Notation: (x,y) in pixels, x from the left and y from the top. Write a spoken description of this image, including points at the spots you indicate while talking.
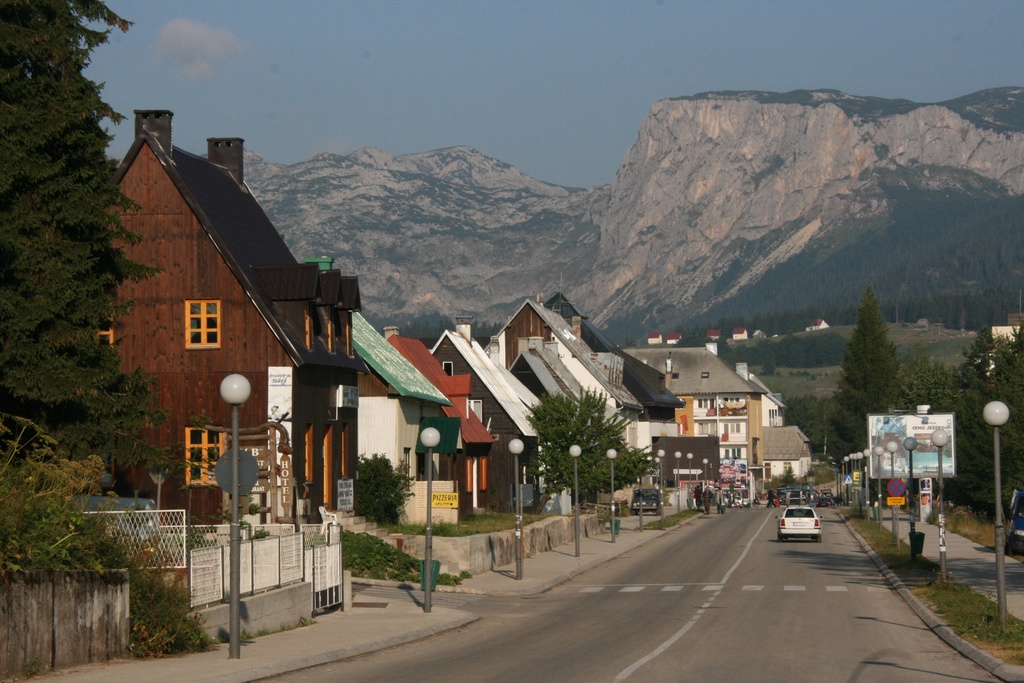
In this image I can see buildings (449,427), street lights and vehicles (788,526) on the road (767,546). Here I can see fence (169,530), wall (98,618), plants (151,618) and other objects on the ground (937,517). In the background (969,505) I can see trees (985,495), mountains (686,221), a board (888,421) and the sky (472,70).
